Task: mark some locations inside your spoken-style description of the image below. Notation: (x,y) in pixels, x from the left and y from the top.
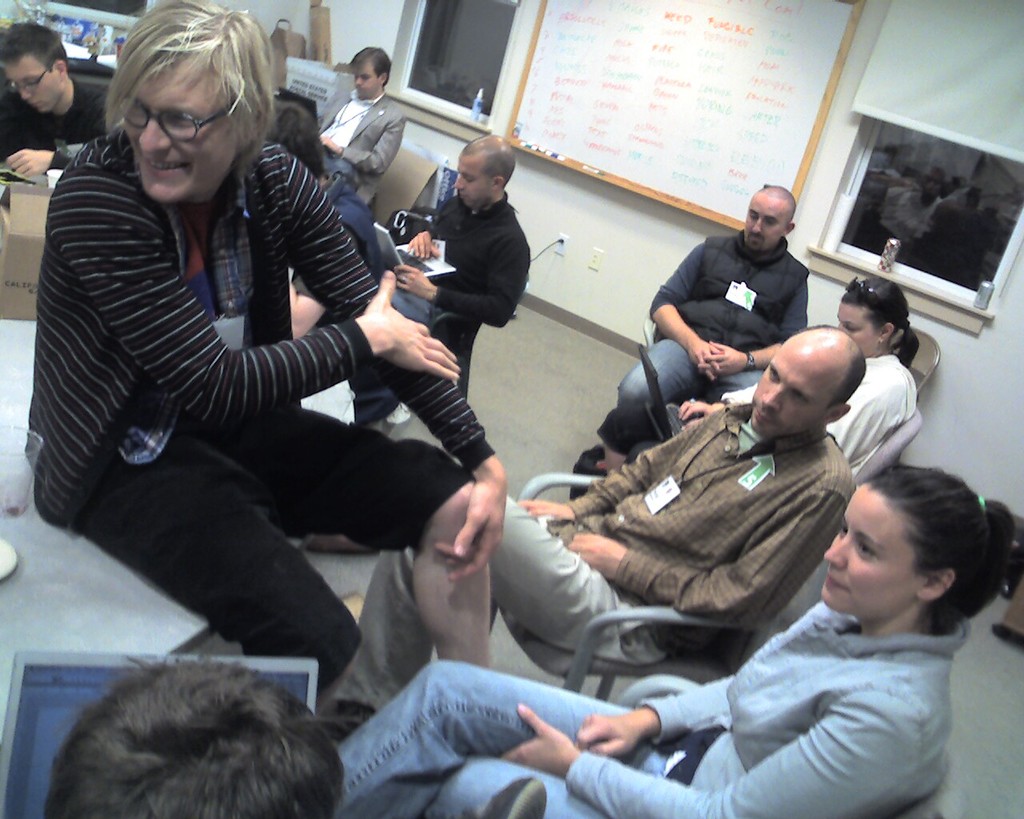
In this image in the middle (370,488), there is a man (349,295), he wears a t shirt (274,341), trouser (234,523), he is sitting on the table (137,617). At the bottom (753,665) there is a woman (729,716), she wears a shirt (741,712), trouser (397,720), she is sitting on the chair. On the right (717,516) there is a man (740,489), he wears a shirt (740,489), trouser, he is sitting on the chair (625,610), behind him there is a woman (841,420), she wears a shirt (896,409), she is sitting on the chair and there are some people (63,128). In the background (692,105) there are windows (887,129), curtain (897,114), white board (693,142), markers (526,143) and wall (568,241).
